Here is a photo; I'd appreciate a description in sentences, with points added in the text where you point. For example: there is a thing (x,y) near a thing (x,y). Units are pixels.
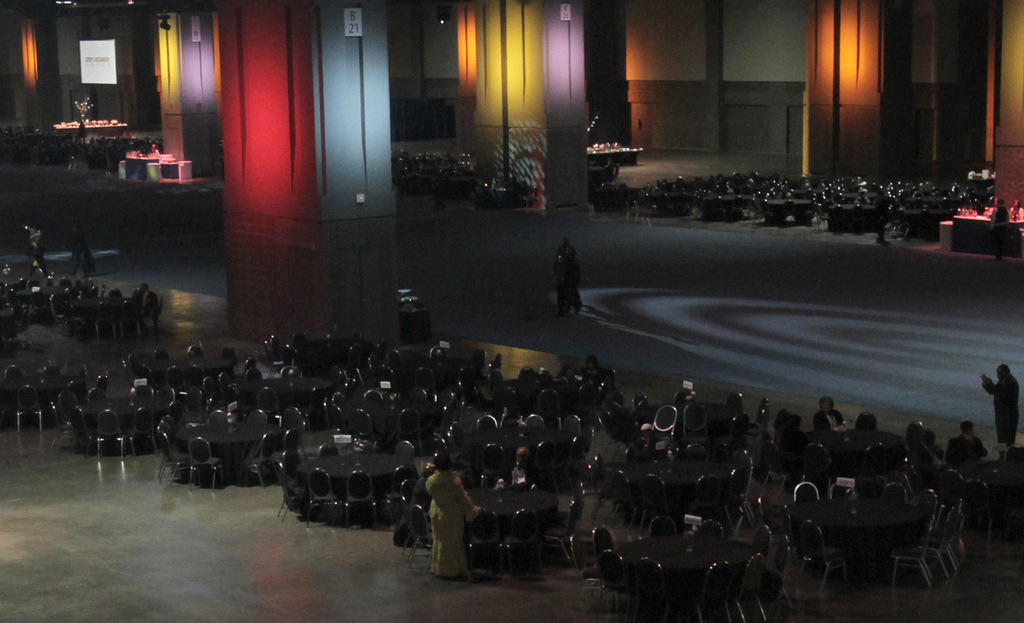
In this image there are chairs (406,416), tables (310,388). On top of the tables (684,421) there are name boards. There are a few people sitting on the chairs (605,411) and there are some people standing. There are numbers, letters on the pillars (365,21). In the background of the image (102,113) there is a wall (120,106). There are tables (90,127). On top of it there are a few objects (72,123). On the left side of the image (81,59) there is a screen (81,59). At the bottom of the image (252,585) there is a floor (286,576).
